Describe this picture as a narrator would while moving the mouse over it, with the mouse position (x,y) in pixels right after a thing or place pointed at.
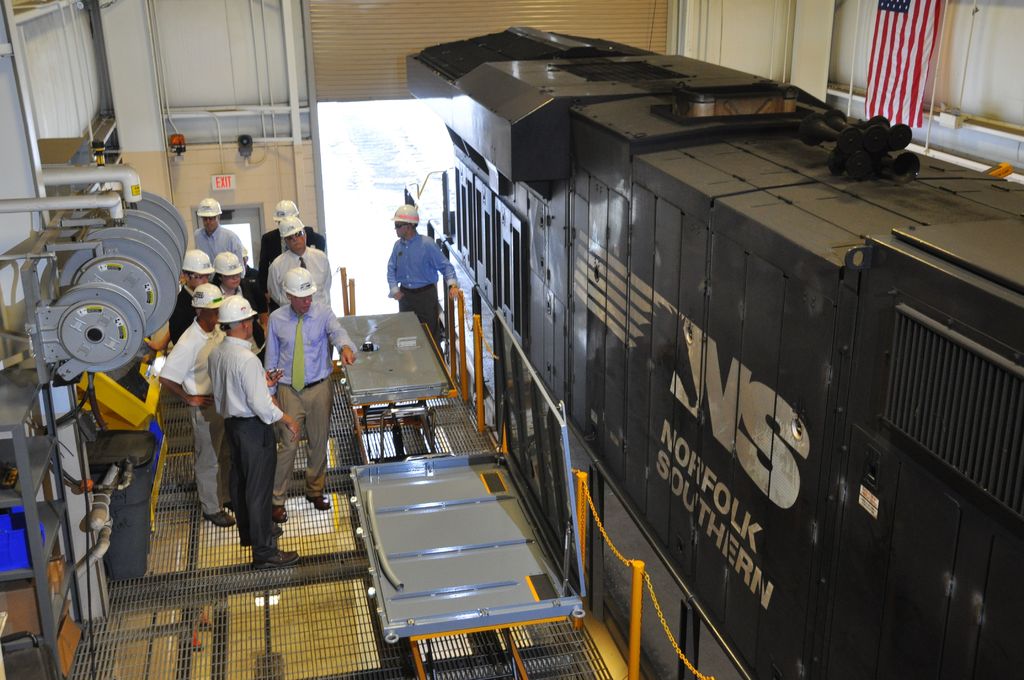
In this image I can see on the left side (203,221) a group of people (207,378) are there, they wore helmets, trousers (261,450), ties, shirts (287,362). On the right side (814,434) there is a rail engine (788,319) in black color.
